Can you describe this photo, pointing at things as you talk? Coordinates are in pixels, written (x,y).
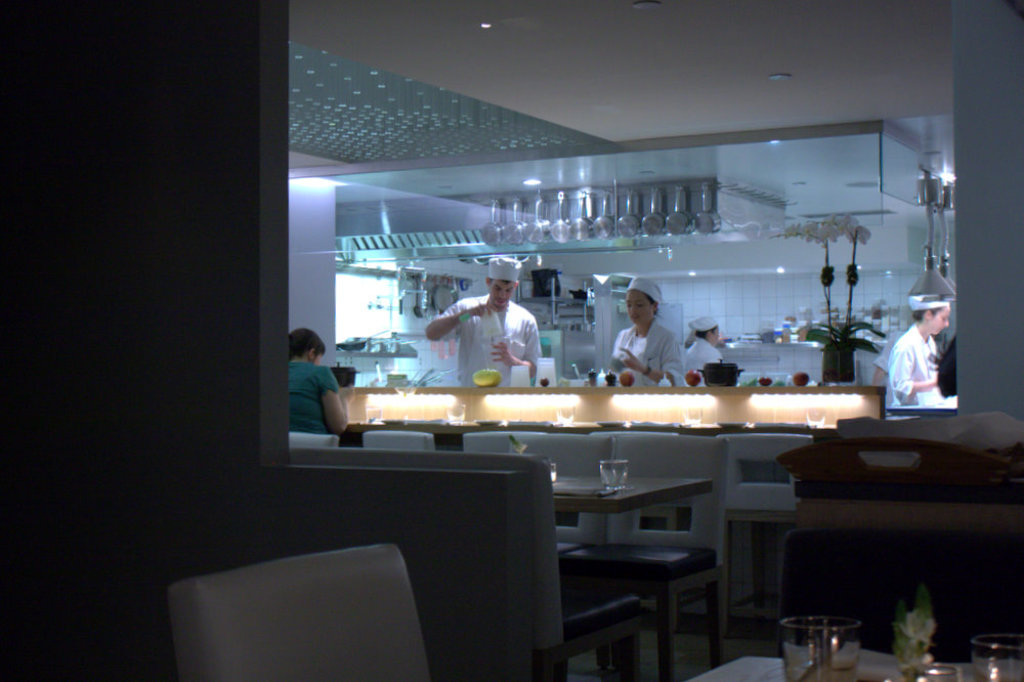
There are tables (886,681) and chairs (649,448). On the tables (888,664) there are glasses (992,644). A person (298,407) is sitting at the left (315,401) wearing a green shirt (293,394). 4 people (468,341) are standing at the back (661,366) wearing white caps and white dress (913,331). There are utensils (733,373) and a plant (825,363) at the back (629,216).
